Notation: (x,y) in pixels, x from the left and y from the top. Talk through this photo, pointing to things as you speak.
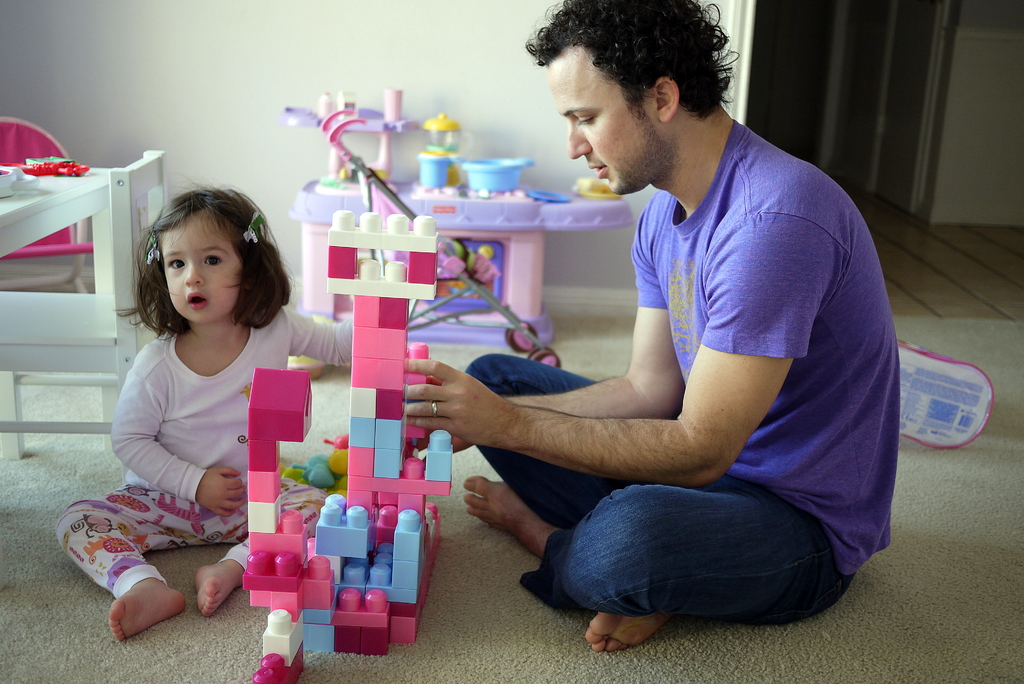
In this picture there is a man (778,290) who is wearing a purple t-shirt (798,488) and jeans (720,521). He is sitting on the floor (518,645). He is playing with plastic set (375,526). On the left (127,539) there is a girl (134,554) who is wearing t-shirt (154,417) and trouser (126,521). She is sitting on the carpet (172,626). Beside her we can see the table (27,216) and chairs (59,232). On the top we can see some objects (424,173) near to the wall (419,78). In the top right corner (834,88) we can see the door (820,102).
